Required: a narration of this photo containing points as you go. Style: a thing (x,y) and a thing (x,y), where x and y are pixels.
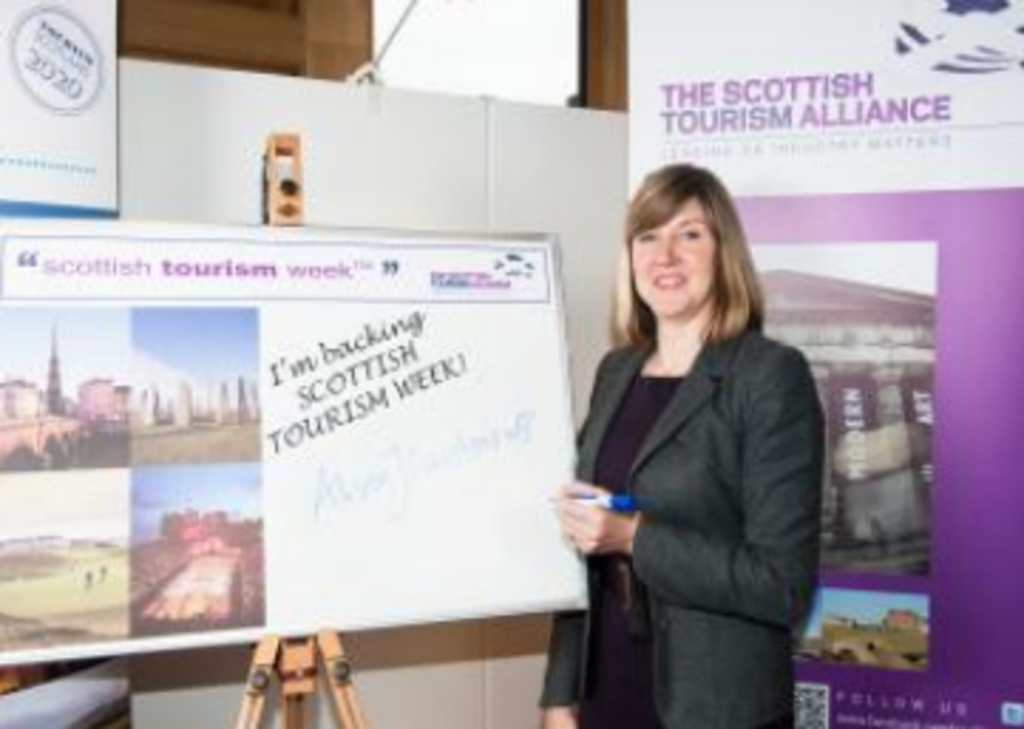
There is a woman (580,653) standing and holding a pen (629,509), beside this woman (658,466) we can see board (289,580) with stand (289,676). In the background (726,49) we can see banner (726,49), board (18,93) and wall (264,22).
